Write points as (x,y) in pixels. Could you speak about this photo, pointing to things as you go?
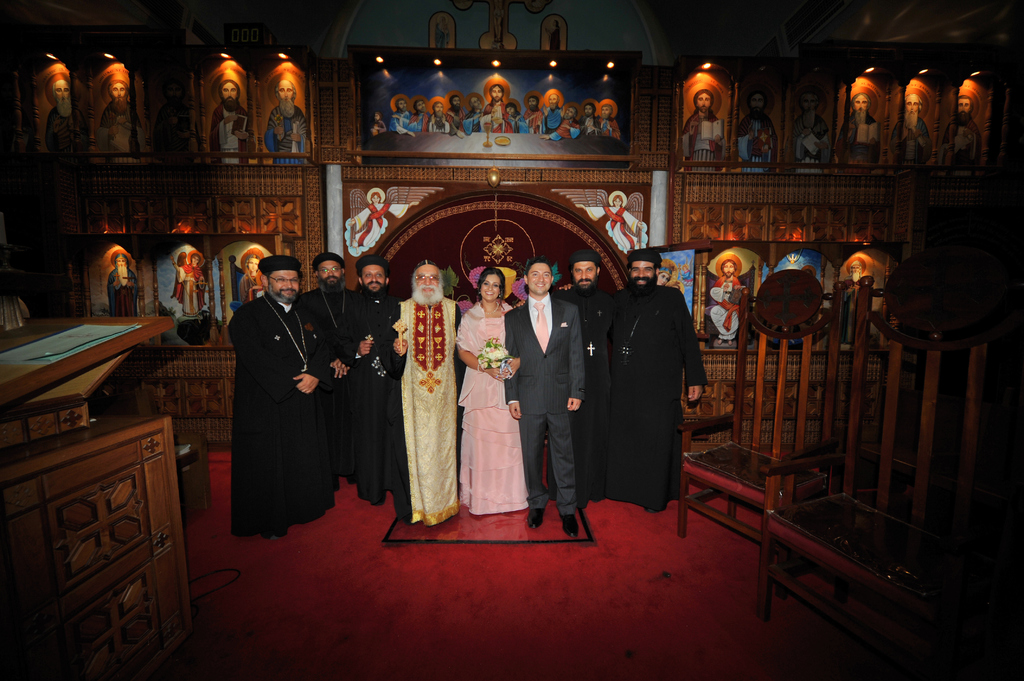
In this image there are a few people (436,422) standing with a smile on their face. On the right side (683,429) there are chairs (811,452). On the left side (73,530) there is a table (93,515). In the background (500,110) there are few photo frames (411,132) of the Jesus (762,153) attached to the wall (261,59) with lights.
